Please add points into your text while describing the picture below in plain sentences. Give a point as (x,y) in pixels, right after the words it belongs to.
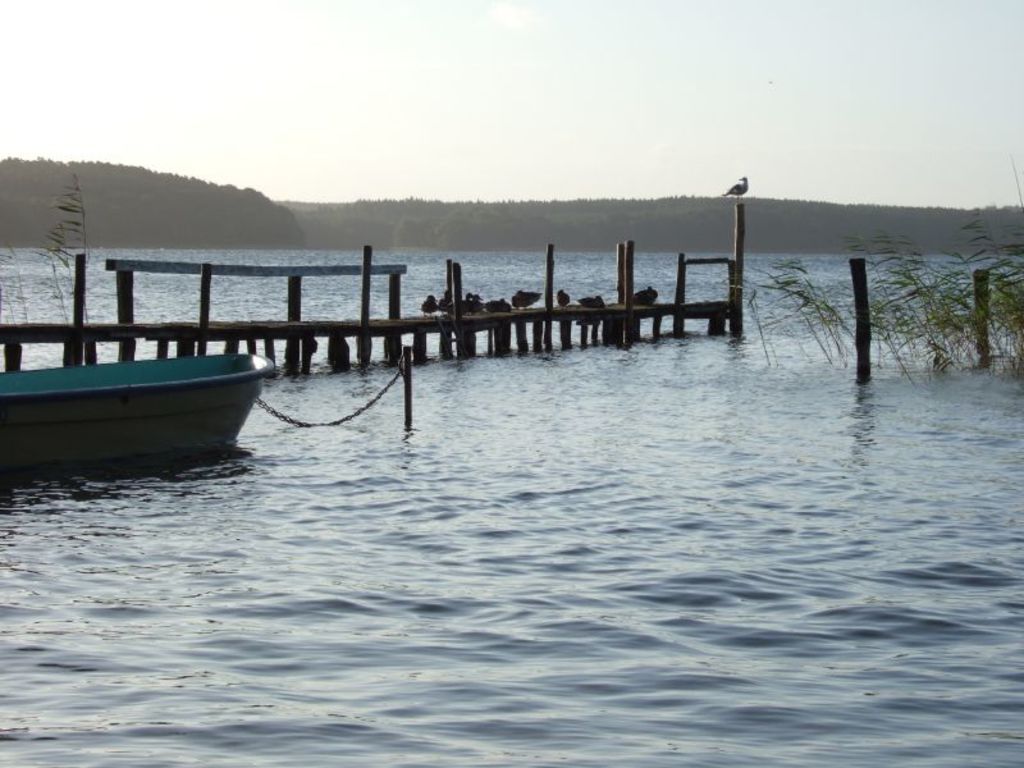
In the image we can see a boat (89,403) in the water (329,436). This is a chain (391,380), pole (408,362), plants (927,315), water (511,453), mountains (487,203) and a white sky (243,35). We can see there are even many birds (520,297).
